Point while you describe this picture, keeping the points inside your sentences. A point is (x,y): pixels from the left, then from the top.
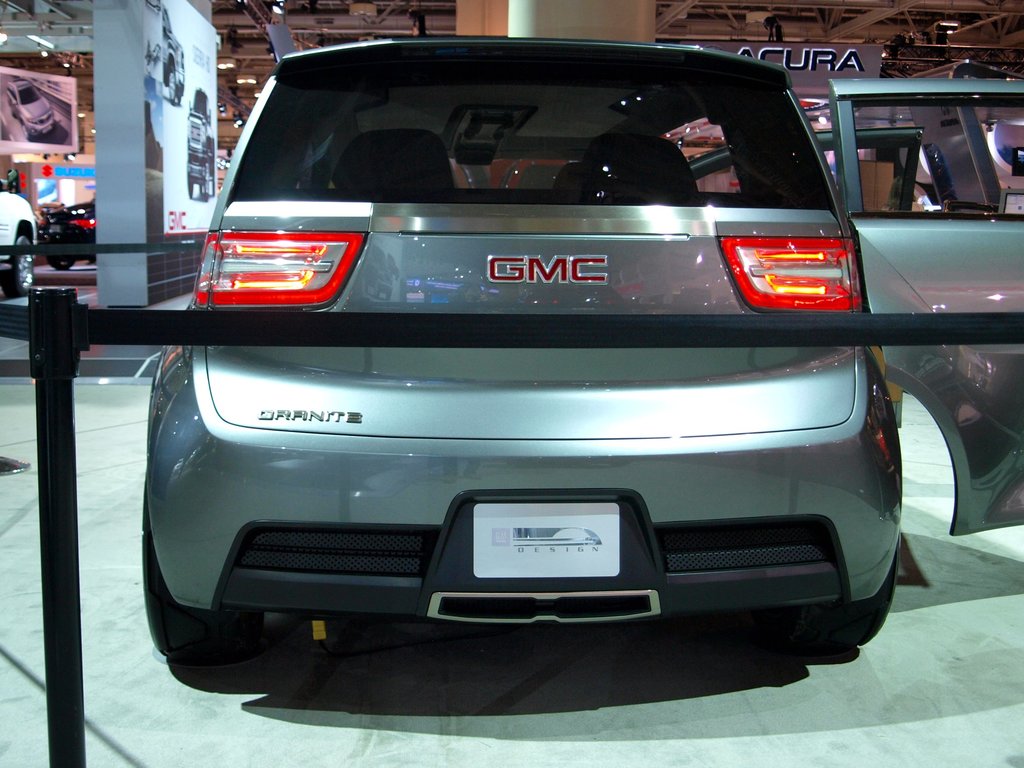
In this image there are cars (63,215) in a showroom (187,296). There are boards (178,111) in the room (79,113). There is text (766,46) on the boards (46,131). There are images (39,109) of car (196,140). At the top (369,17) there is a ceiling (825,4). In the background (581,5) there are pillars (476,20). In the foreground (120,320) there is a rod (64,330) and to it there is a rope (917,328).
